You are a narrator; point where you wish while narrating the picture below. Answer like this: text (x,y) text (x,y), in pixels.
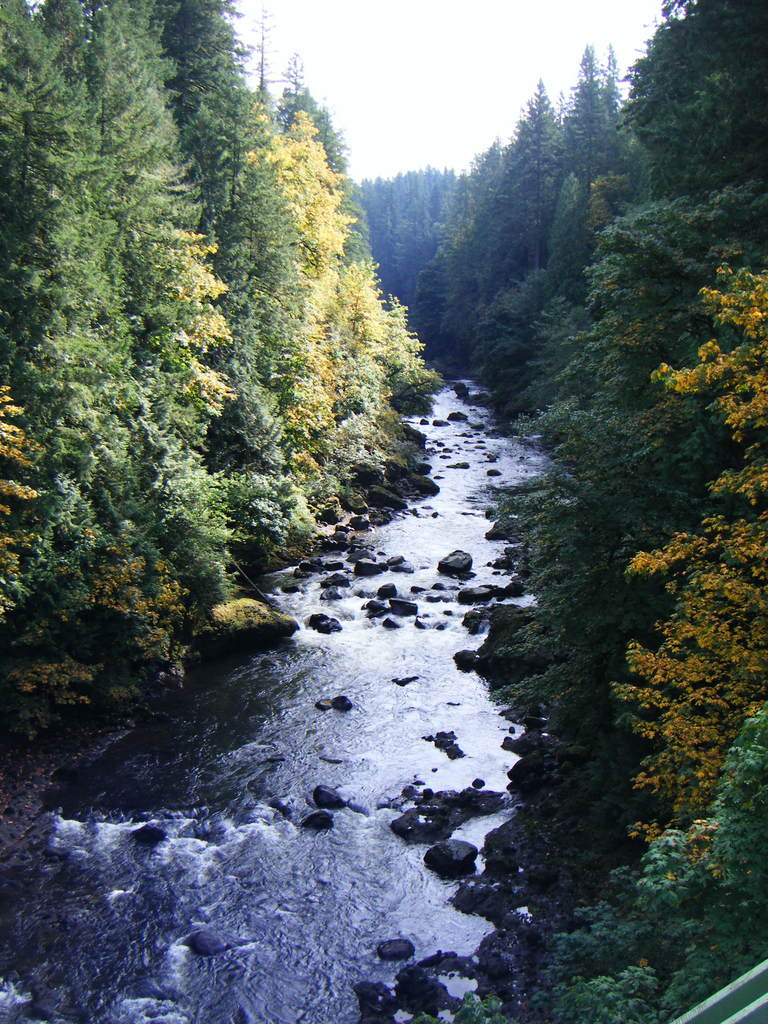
In this picture I can see water (412,750), rocks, there are trees (682,663), and in the background (472,83) there is sky (426,91).
